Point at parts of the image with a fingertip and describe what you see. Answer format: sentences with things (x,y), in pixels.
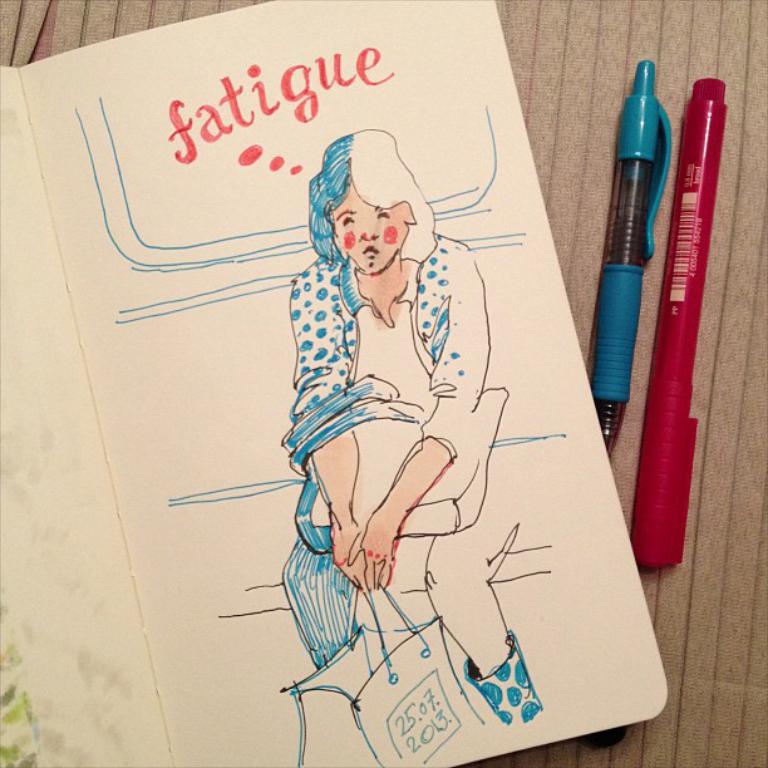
In this picture I can see a paper (399,473) in front (610,681), on which there is a drawing (294,274) of a woman (393,300) who is holding a bag (360,762) and I see something is written and on the right side of this picture (637,225) I can see 2 pens (711,99) which are of blue and red color.
